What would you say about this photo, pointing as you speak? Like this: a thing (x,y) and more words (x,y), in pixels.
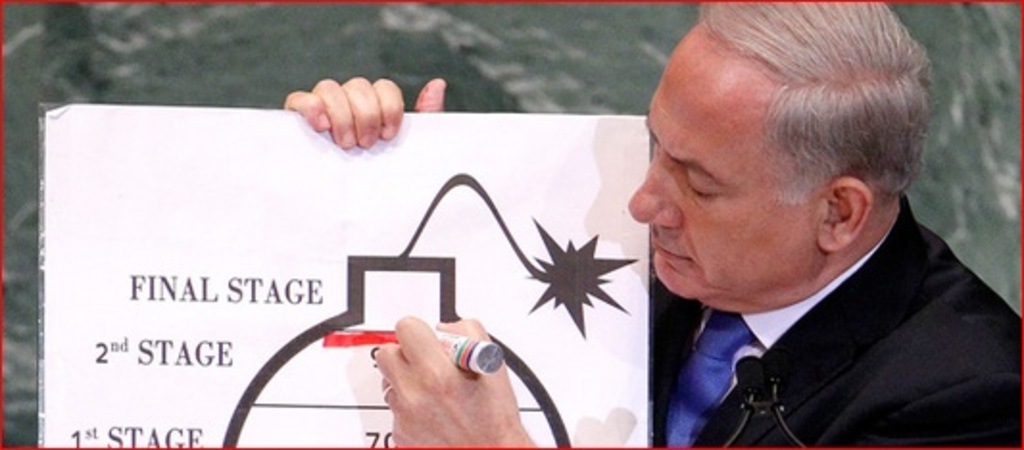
In the picture i can see a man (818,347) wearing black color suit (800,375), microphone (744,378) holding some board (280,207) in his hand (415,359) and a marker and there are some words (190,281) written on it.
